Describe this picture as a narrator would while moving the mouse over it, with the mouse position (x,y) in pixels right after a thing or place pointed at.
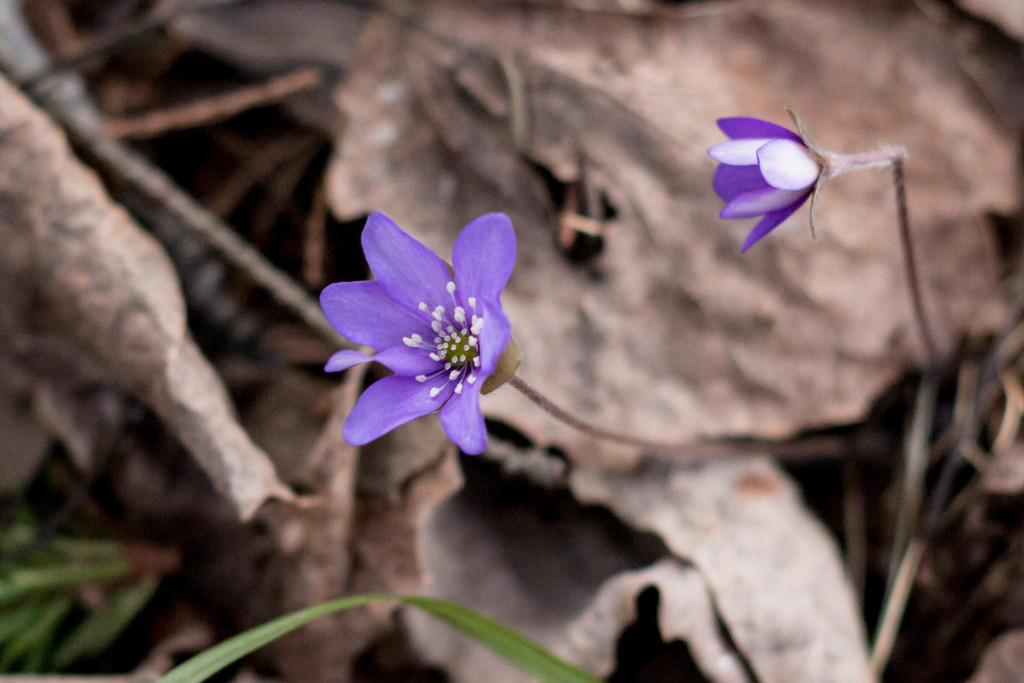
In this image I can see few flowers (455,395) in white and purple color, grass (52,584) in green color. In the background (524,474) I can see few dried leaves (451,473) and they are in brown color.
